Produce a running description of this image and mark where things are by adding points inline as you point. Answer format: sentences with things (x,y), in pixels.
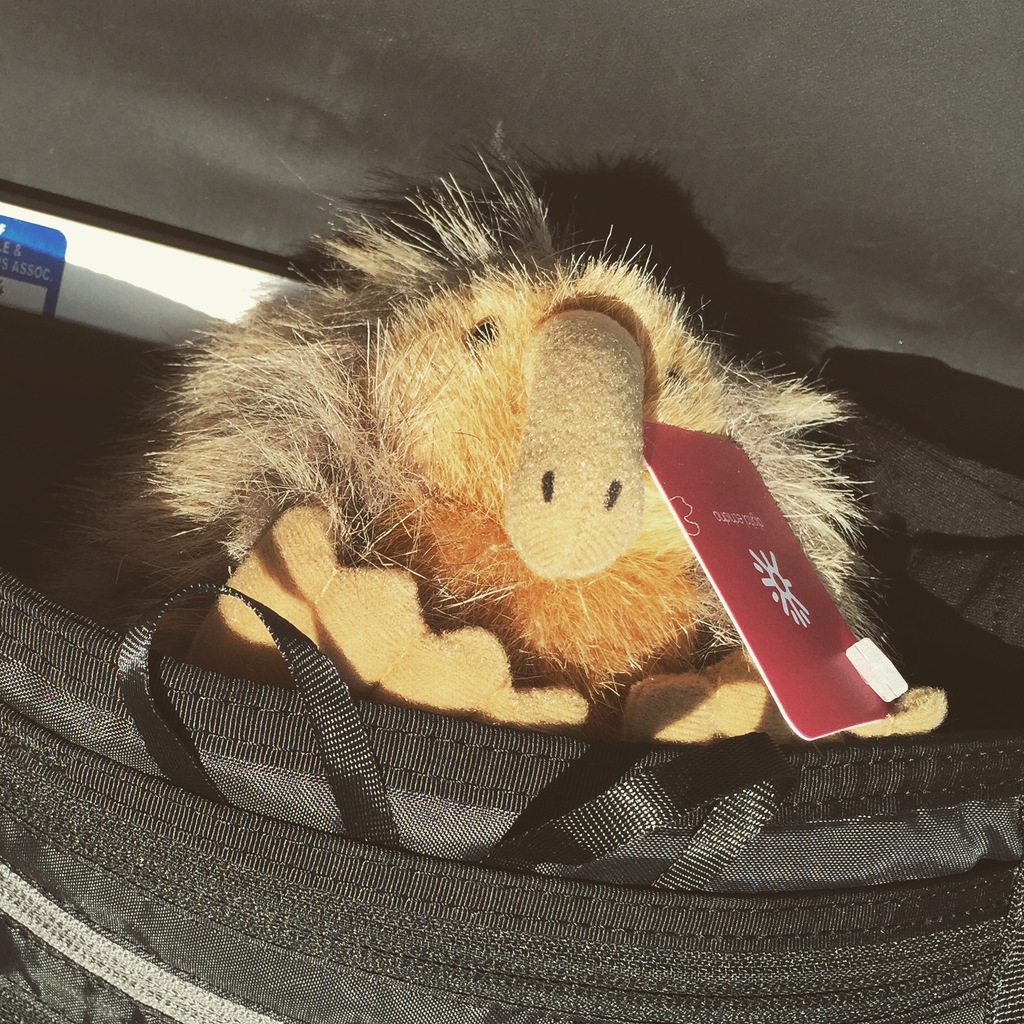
In this image, we can see a toy (434,503) with a tag (758,578), which is in the bag (269,835) and in the background (22,222), there is a sticker (52,271) on the board (110,245).
